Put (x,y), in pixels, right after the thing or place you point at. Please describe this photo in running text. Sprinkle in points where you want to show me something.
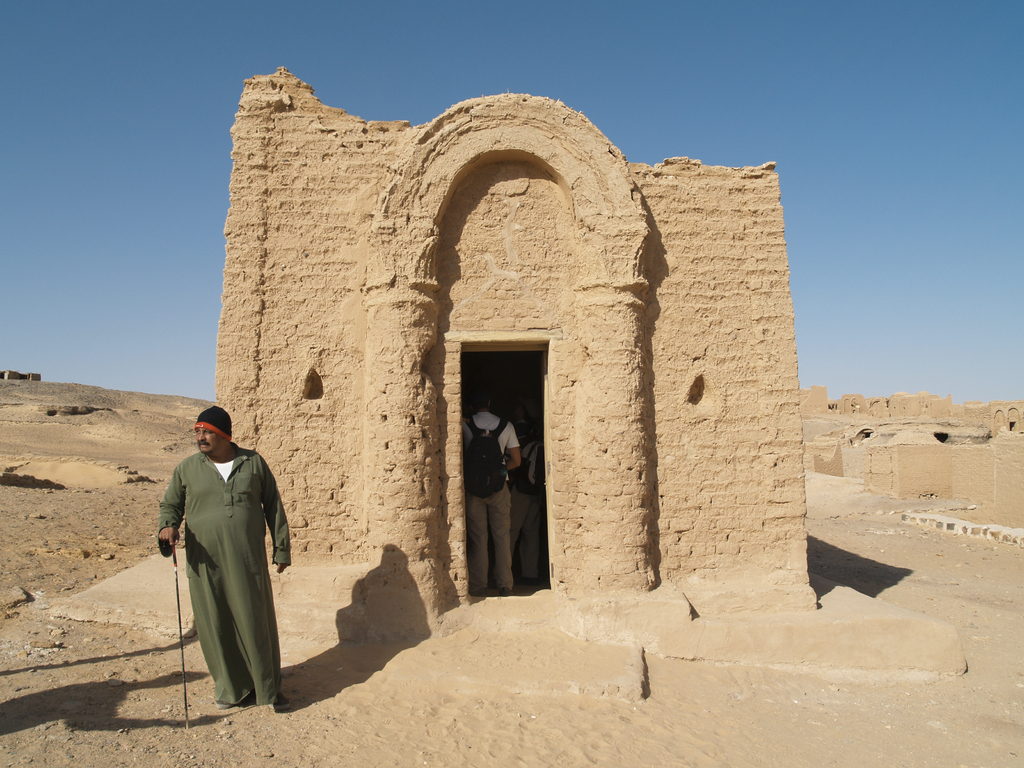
In the center of the image (454,365) we can see a house (606,450) and some people (512,429) are standing and wearing the bags (540,470). In the background of the image (3,545) we can see the soil (853,492), houses (869,409). At the bottom of the image (231,616) we can see a man (249,613) is standing and holding a stick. At the top of the image (520,65) we can see the sky (520,65).
